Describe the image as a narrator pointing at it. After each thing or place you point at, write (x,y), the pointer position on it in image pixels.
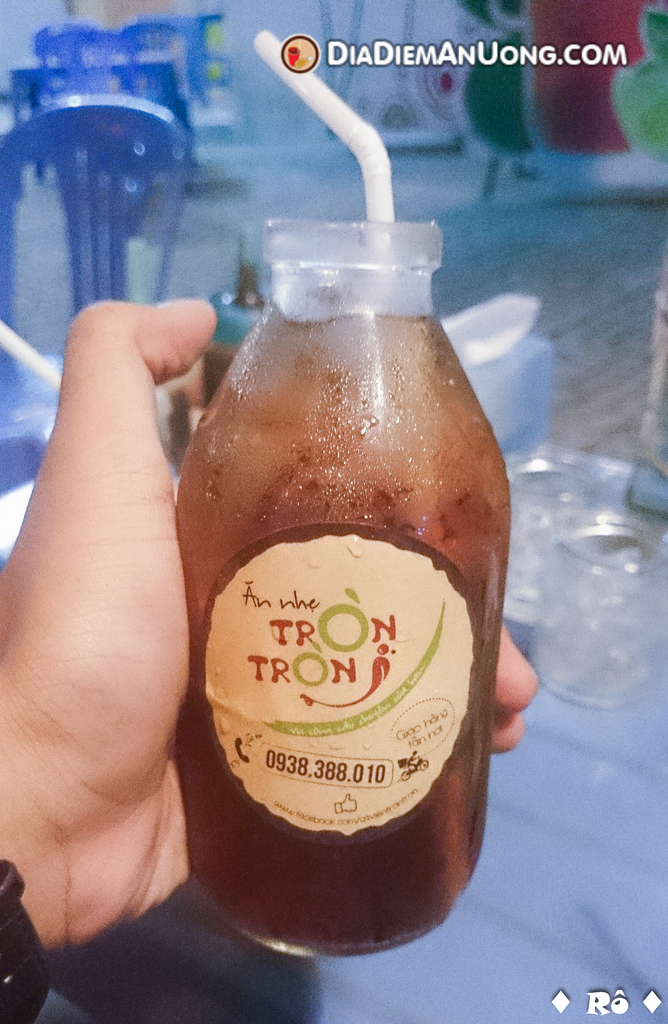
In this picture we can see bottle (340,292) and in the bottle (295,438) we have drink straw (269,46) in it and the person (134,480) holding this bottle (186,515) and in the background (137,72) we can see chairs (61,167), glasses (649,587), wall (416,110) with painting (475,115).
